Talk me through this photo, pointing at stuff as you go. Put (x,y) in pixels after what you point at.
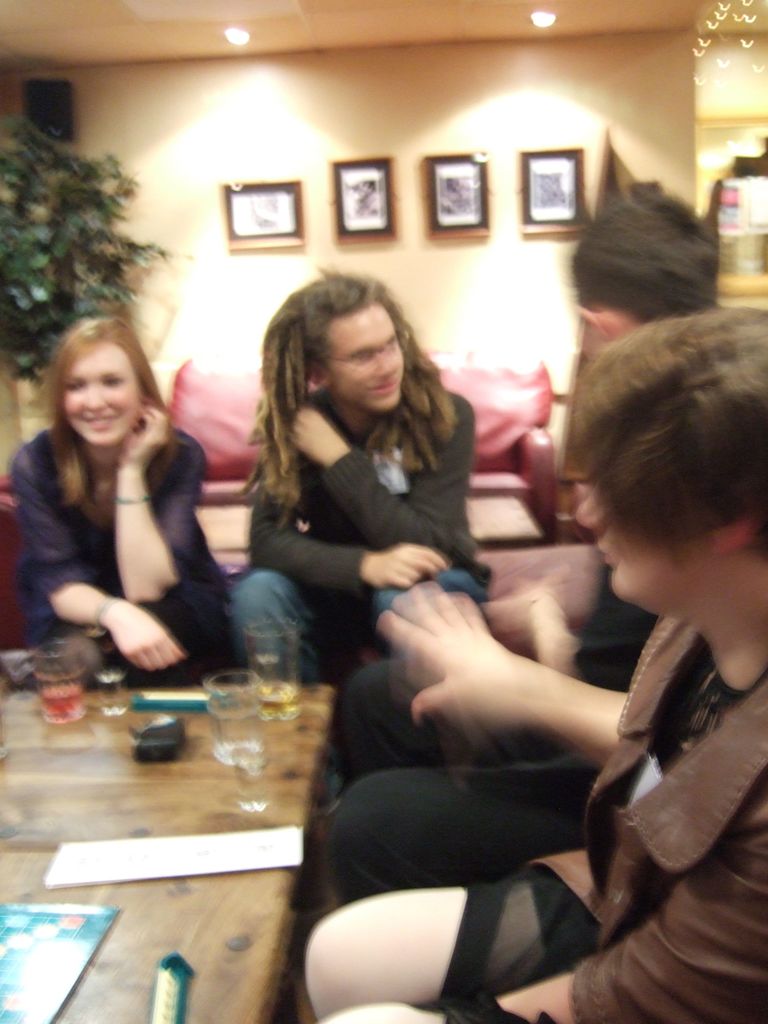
In this image i can see few people (459,641) sitting on couches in front of a table (169,809). On the table (158,817) i can see few papers (146,840) and few glasses (53,684). In the background (214,279) i can see a wall (192,122), a tree (16,165), few photo frames (253,226) and few lights (239,38).
